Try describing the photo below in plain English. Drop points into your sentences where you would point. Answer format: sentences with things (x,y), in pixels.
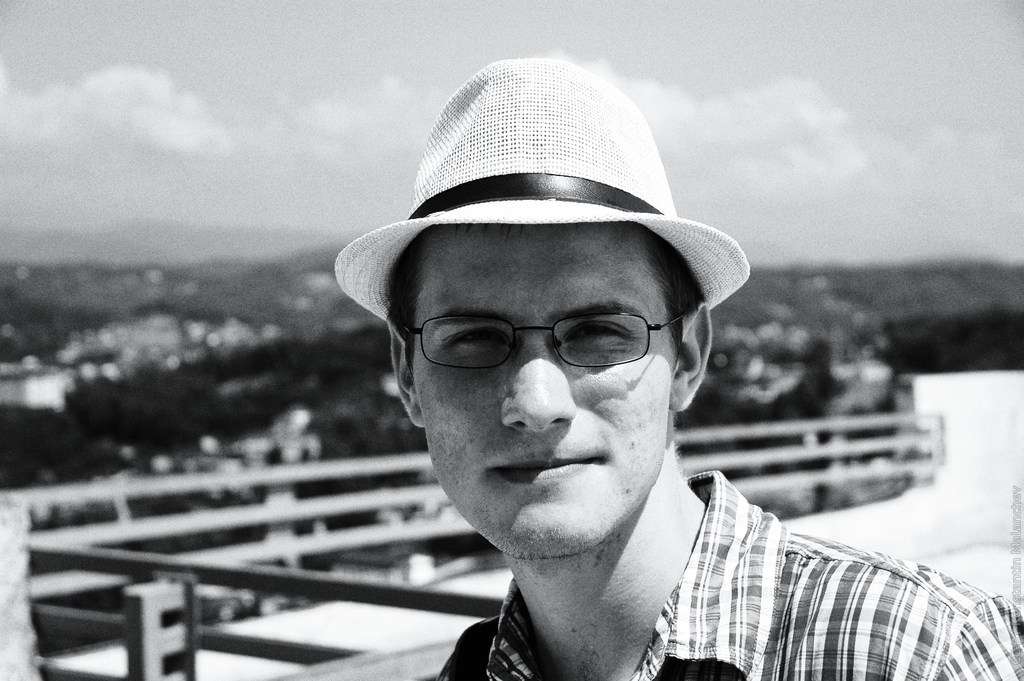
In this picture we can see a man (614,386), he wore spectacles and a cap (534,193), behind him we can see blurry background (278,368) and it is a black and white photograph.
